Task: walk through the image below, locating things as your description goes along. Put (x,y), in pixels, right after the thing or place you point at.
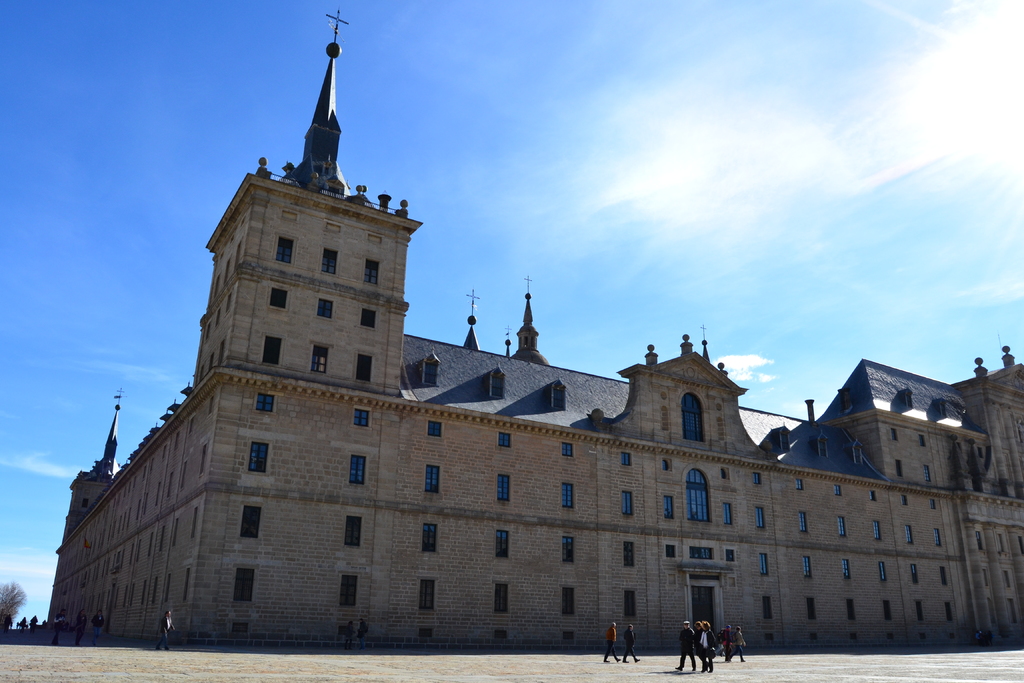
In the center of the image (571,382) there is a building (682,588). In front of the building (646,604) there are people (629,641) walking on the road (58,659). In the background of the image (56,395) there are trees (10,607) and sky (91,236).
